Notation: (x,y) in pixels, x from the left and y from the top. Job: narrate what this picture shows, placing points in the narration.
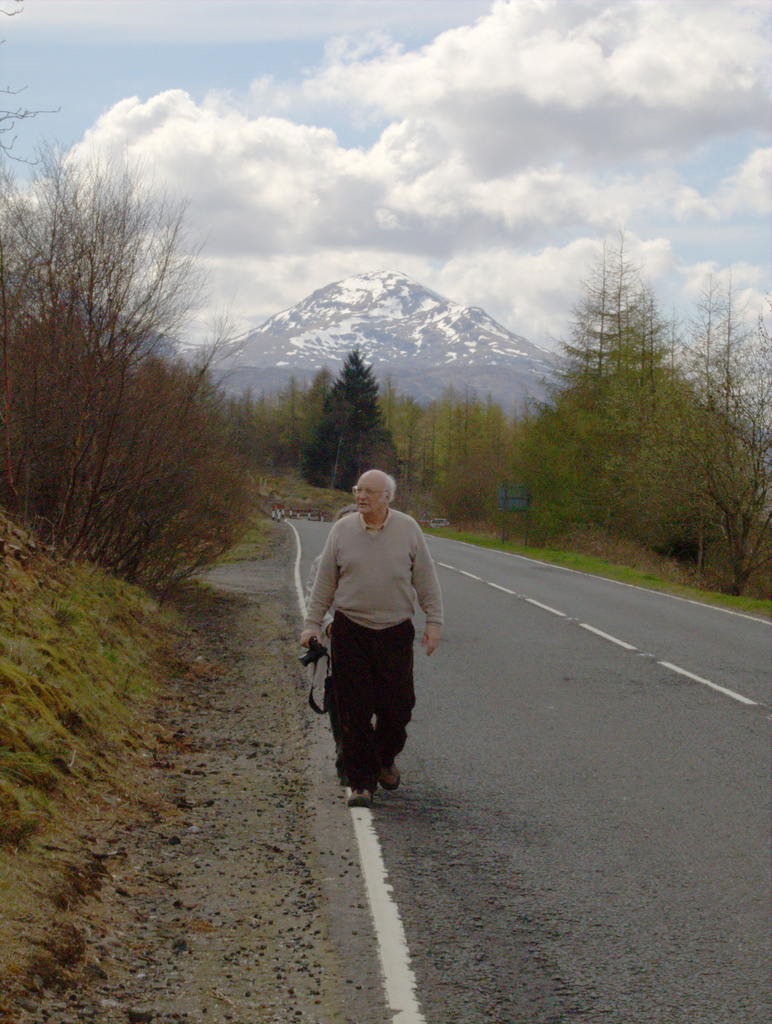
In this image I can see the road (494,697), a person (348,627) standing on the road (625,765) holding a camera (324,685) in his hand (306,638) and few trees (222,459) on both sides of the road (617,757). In the background (390,316) I can see a mountain (398,327), some snow (350,324) on the mountain (356,284) and the sky (358,155).
